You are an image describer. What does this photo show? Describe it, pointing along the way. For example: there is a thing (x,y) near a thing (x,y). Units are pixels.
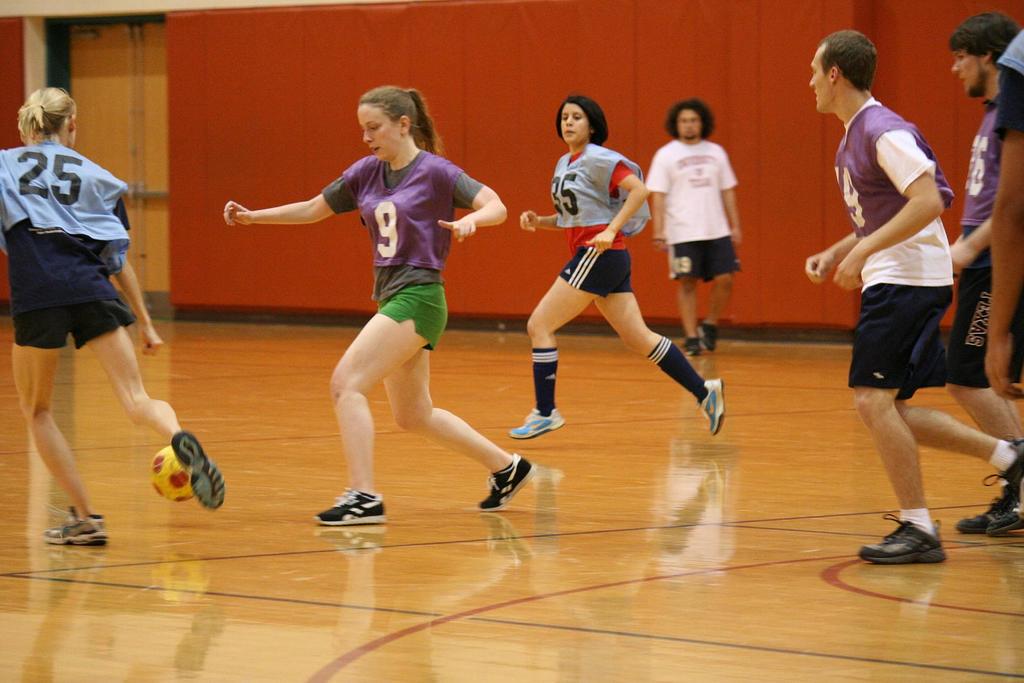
In this image I can see group of people (1000,236) playing a game on the floor (623,499) and I can see a woman (198,466) kick the ball (166,454) on the left side (181,451), at the top (323,103) I can see red color wall (242,94) and yellow color door (127,103).
